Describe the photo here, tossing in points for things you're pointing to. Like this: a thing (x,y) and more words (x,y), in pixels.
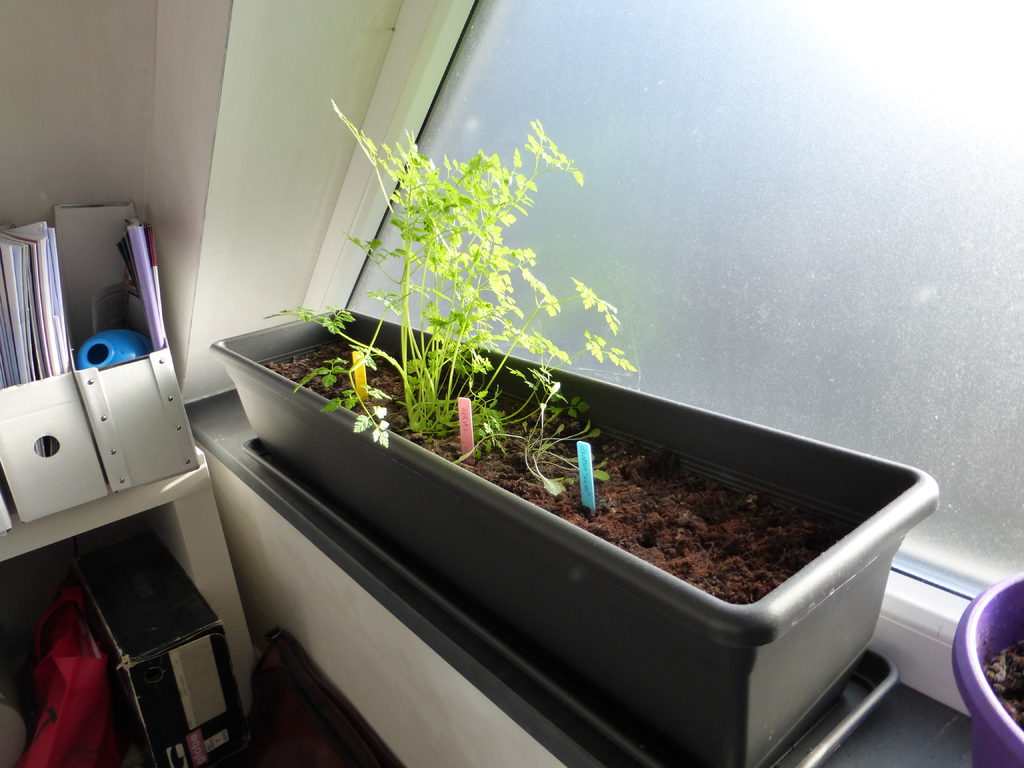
This image consist of a potted plant (685,579). On the left (242,672), there is a desk (1,614) on which there are files (48,415) and papers (16,379) kept. On the right (844,225), there is a window (833,258). In the front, there is a wall (111,169). At the bottom (161,665), we can see a box (167,680) in black color. At the bottom right (999,631), there is a pot (968,653) in purple color.
